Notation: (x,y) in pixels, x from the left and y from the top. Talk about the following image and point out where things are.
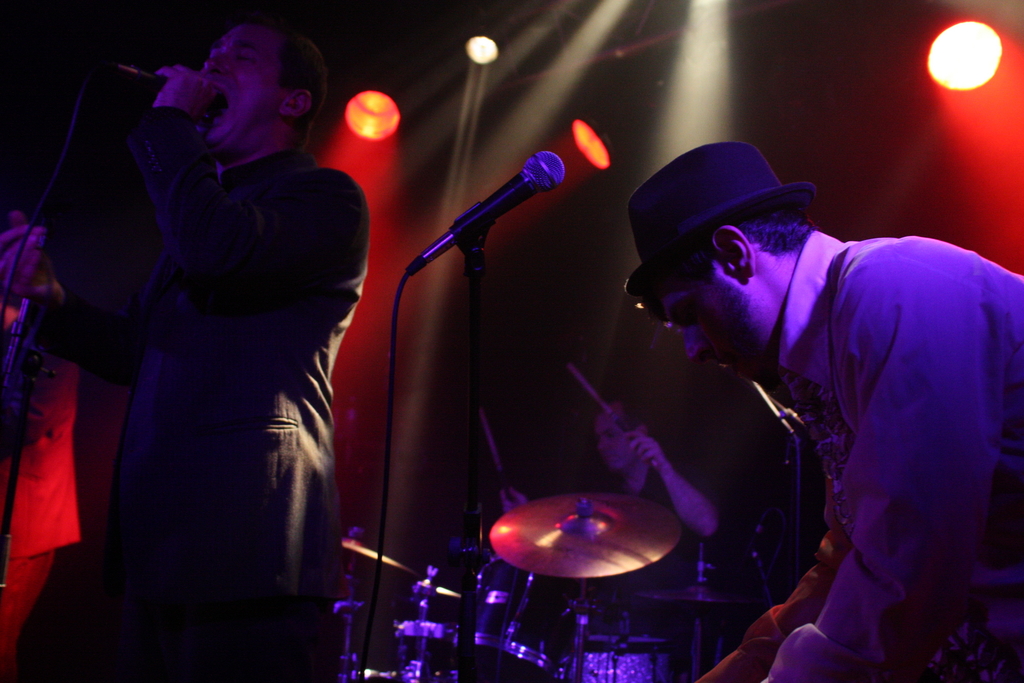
In this image we can see a few people (249,164), microphones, musical instruments (502,579), at the top (677,53) we can see the lights (935,54).
